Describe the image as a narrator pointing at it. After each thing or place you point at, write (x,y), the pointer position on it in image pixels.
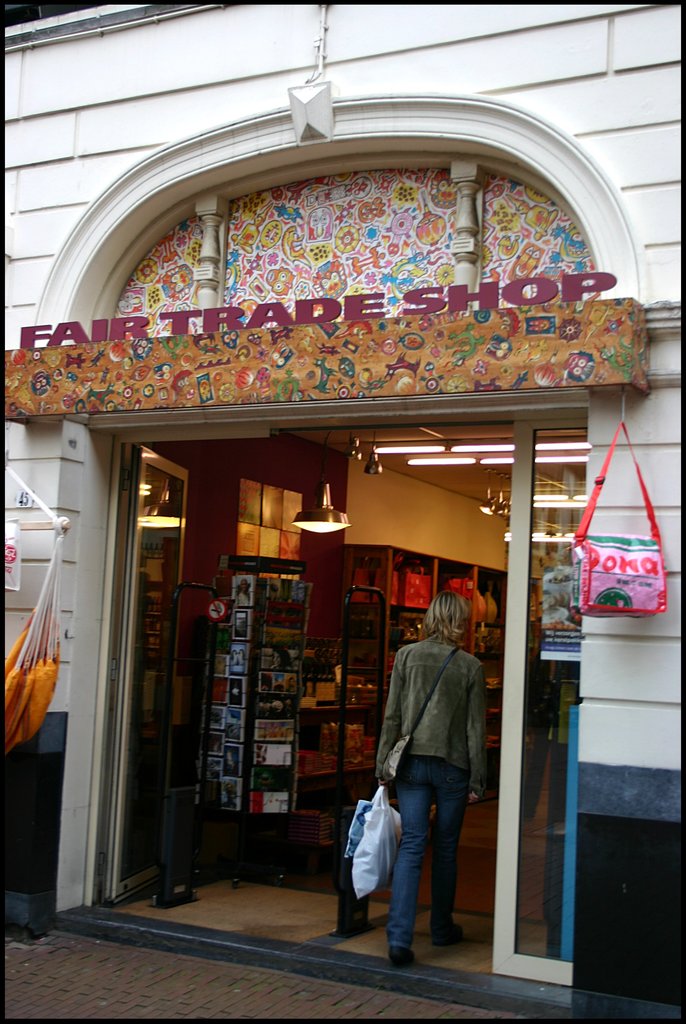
There is a fair trade shop (401,351) where a woman (412,767) is entering into it.
